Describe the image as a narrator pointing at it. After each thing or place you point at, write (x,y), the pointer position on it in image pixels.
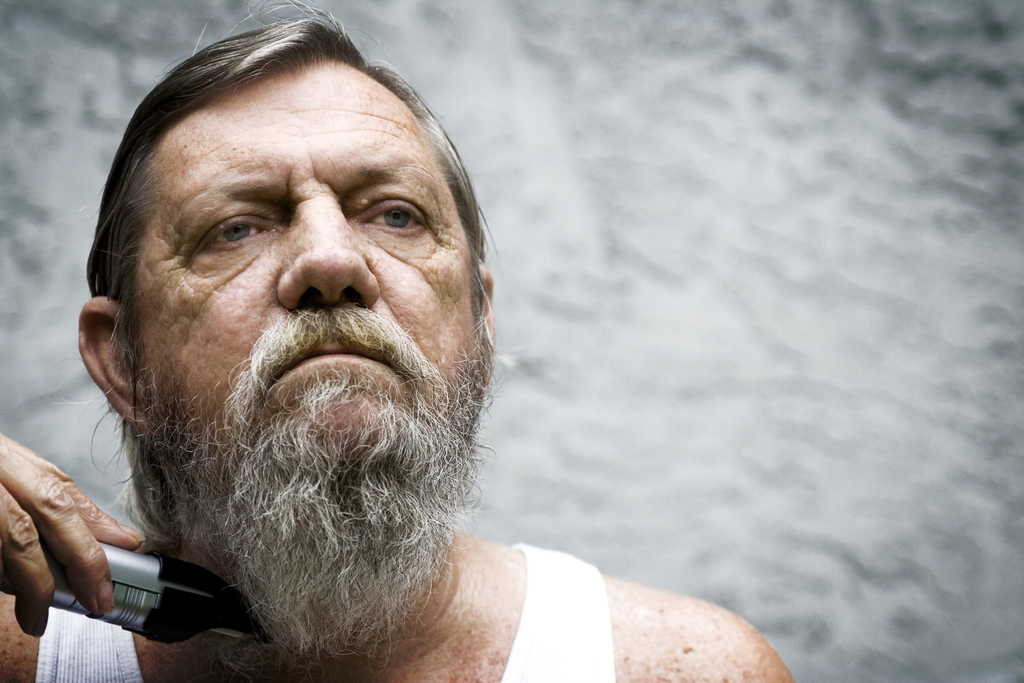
In this image we can see a person (225,526) holding an object (152,582), and the background (955,437) is blurred.
